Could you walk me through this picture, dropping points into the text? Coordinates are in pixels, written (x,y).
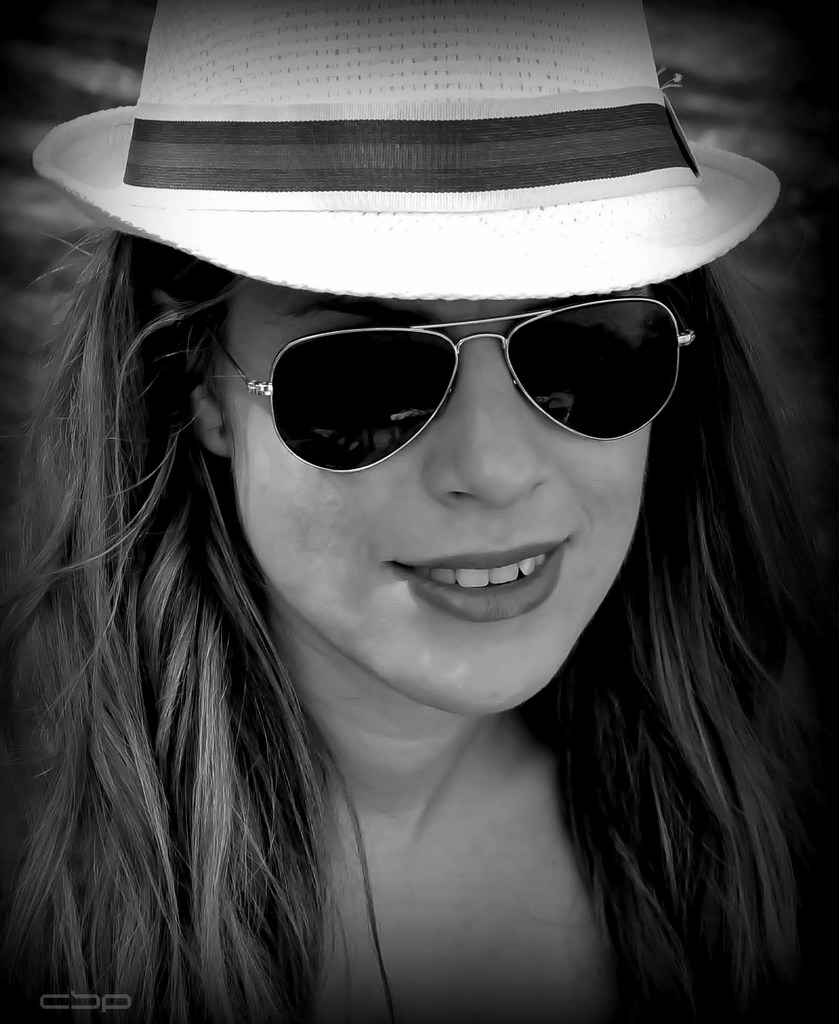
In this picture I can see a woman (100,384) who is wearing a hat (275,175) and shades (320,346) and I see the watermark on the left bottom corner of this image (51,1004). I see that this is a black and white picture.
